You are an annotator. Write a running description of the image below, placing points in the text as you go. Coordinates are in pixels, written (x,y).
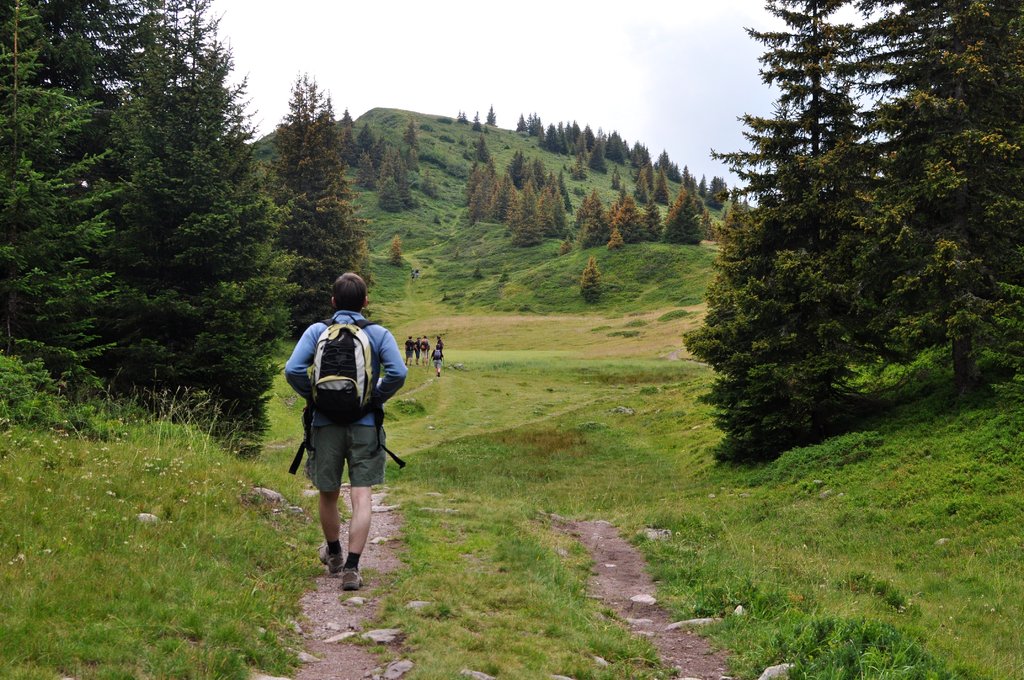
In this image I can see a person (296,384) is carrying a bag (371,411). In the background (856,196) I can see number of trees (496,188) and few more people (430,351).
